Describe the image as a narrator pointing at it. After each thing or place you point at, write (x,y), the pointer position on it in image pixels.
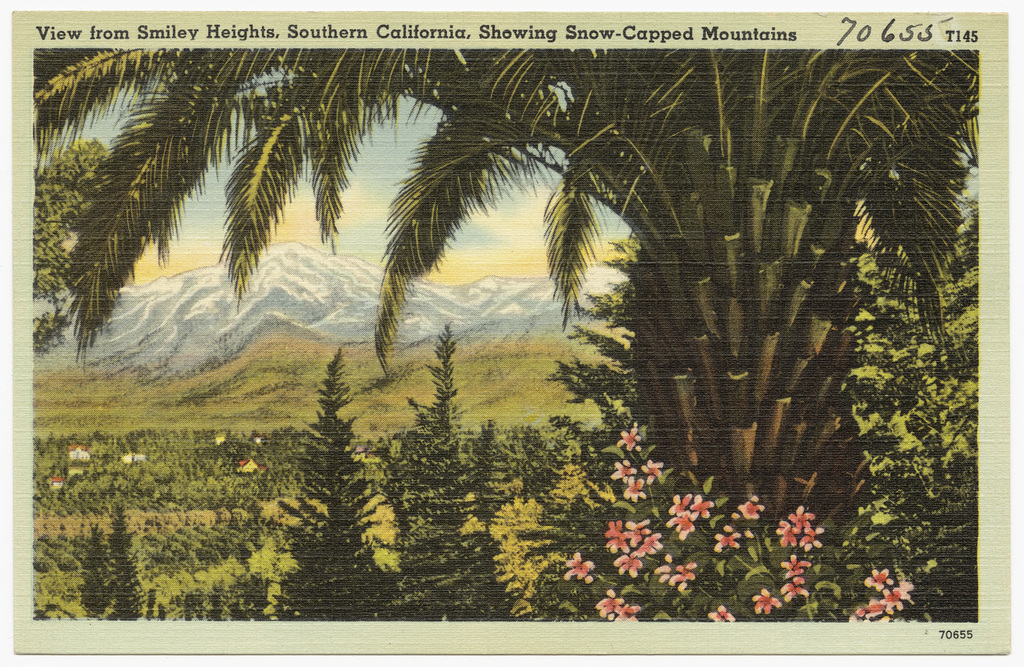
In this image there is a poster (467,351). In the poster (560,490) there are trees (546,512), plants (546,512), flowers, grass (138,422), mountains (356,337) and the sky (395,191). At the top of the poster (653,50) there is some text (486,36).
